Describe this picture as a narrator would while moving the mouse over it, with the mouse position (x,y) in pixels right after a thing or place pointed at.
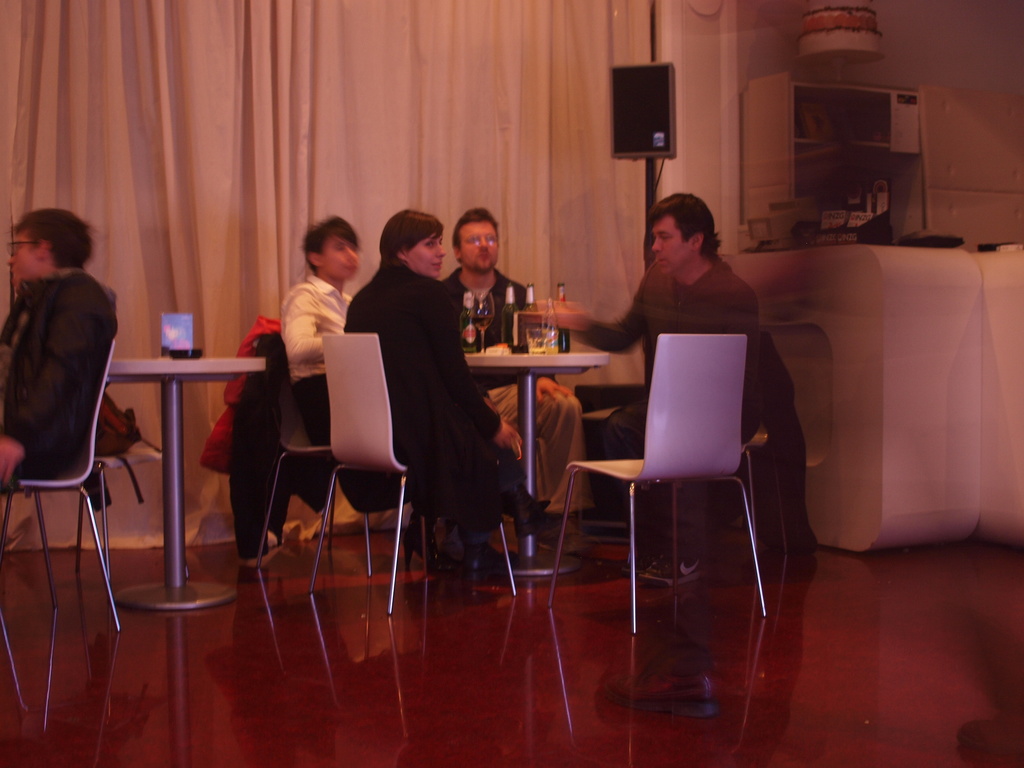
This is a picture taken in a restaurant (226,336). In this picture in the background of the center there are people (439,351) seated around the table (485,361) in chairs (335,432). On the table (548,362) there are bottles (510,345). On the left (173,373) there is another table (169,474) and people (61,435) in chairs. In the background (287,93) there is curtain (255,105). On the top right (819,187) this desk (850,247), on the desk (862,261) is a closet (863,136) and food items (869,12).
